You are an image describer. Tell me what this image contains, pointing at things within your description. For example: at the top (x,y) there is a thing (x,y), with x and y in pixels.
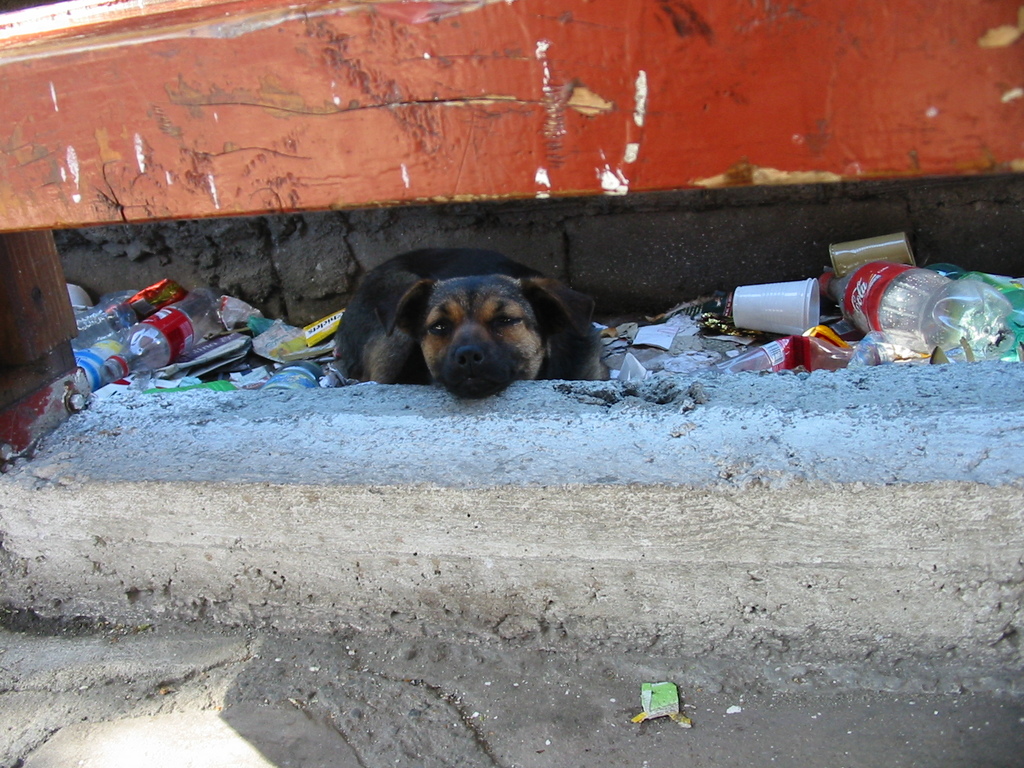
In this image I can see the dog (509,285) in black and cream color and I can also see few glasses (761,286), bottles (831,346). In the background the wall (971,245) is in brown color.
